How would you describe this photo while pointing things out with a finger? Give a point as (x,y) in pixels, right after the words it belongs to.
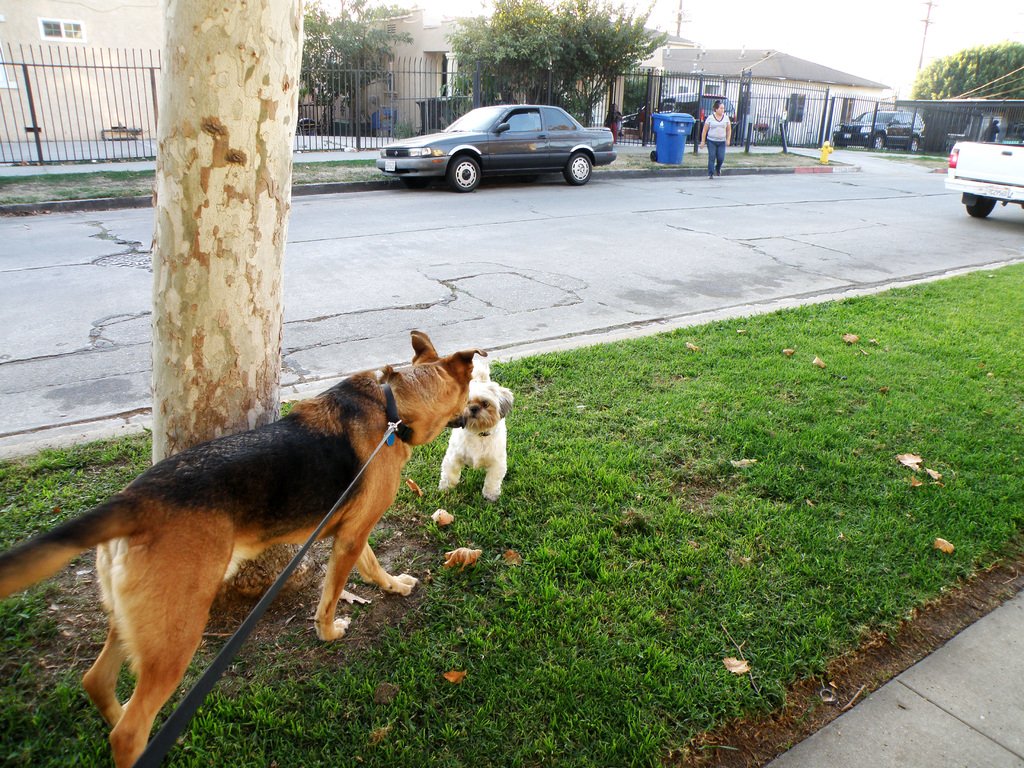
In this image I can see two dogs (475,468) visible in front of trunk (232,307) of tree (248,304) on grass (857,380), in the middle (673,307) I can see a road (818,258), on road (503,323) I can see person (705,119), blue color container (654,131), vehicles (963,170) and fence (638,85) and houses (766,77) and trees (564,49), in front houses (784,65) I can see vehicles (708,97) visible in the middle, at the top (795,26) I can see the sky (737,22).
